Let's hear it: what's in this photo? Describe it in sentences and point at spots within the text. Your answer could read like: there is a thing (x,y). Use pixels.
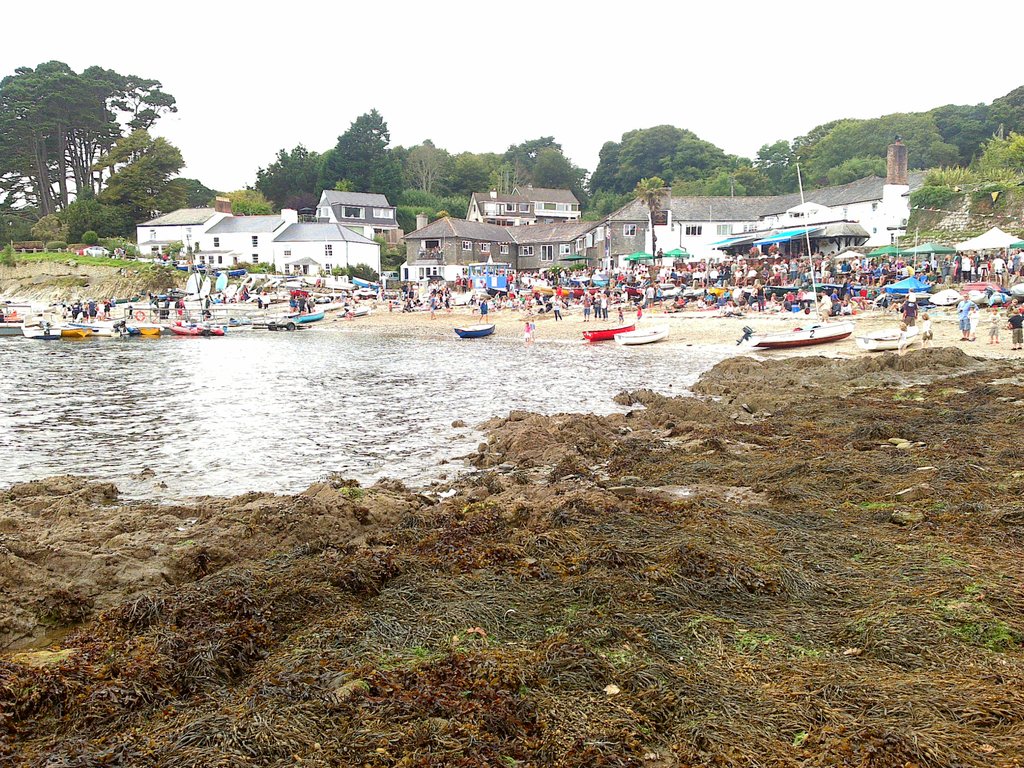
In the image there is a rocky surface (865,394) with seaweed (254,744), in front of the rocks (847,394) there is a water surface (514,355), there are a lot of boats (121,325) around the water surface (371,379) and in front of the boats (344,290) there are many people (805,258) and behind them there are houses (513,198) and trees (129,197).
